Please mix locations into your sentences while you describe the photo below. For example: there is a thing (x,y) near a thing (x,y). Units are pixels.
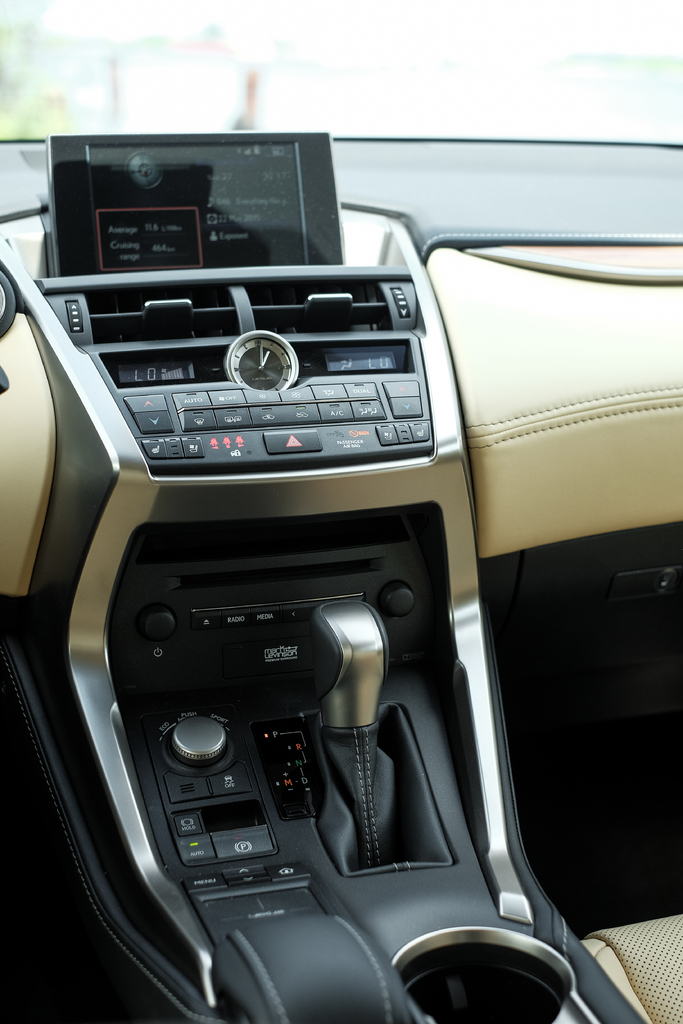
This picture is taken inside the car (277,763). In the middle of the image (365,648), we can see a gear (374,656). In the background (27,118), we can see a glass window (642,114).
